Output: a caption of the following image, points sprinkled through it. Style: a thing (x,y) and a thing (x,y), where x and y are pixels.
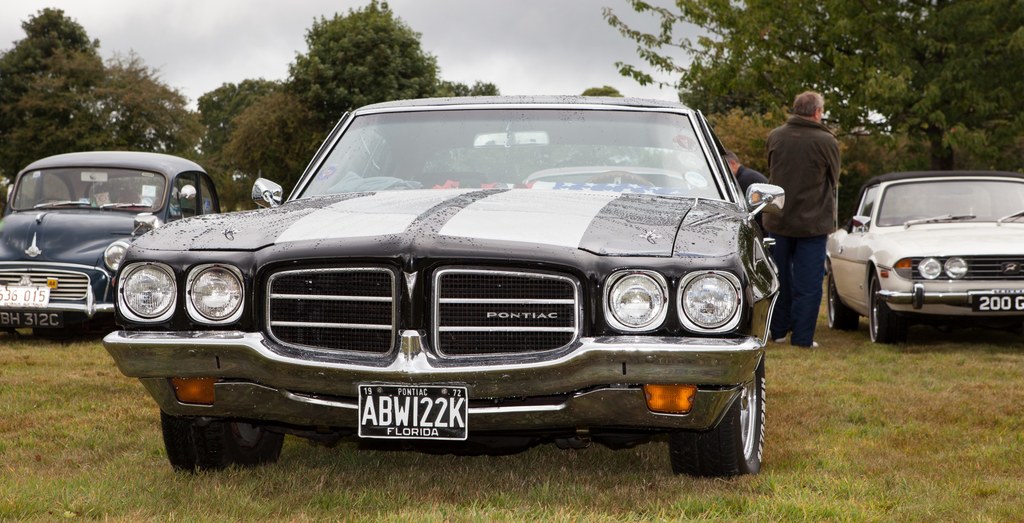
In this image I can see a car (575,240) which is black and white in color on the ground (542,448). In the background (104,185) I can see 2 other cars (907,252), few persons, few trees (54,37) and the sky (146,54).
